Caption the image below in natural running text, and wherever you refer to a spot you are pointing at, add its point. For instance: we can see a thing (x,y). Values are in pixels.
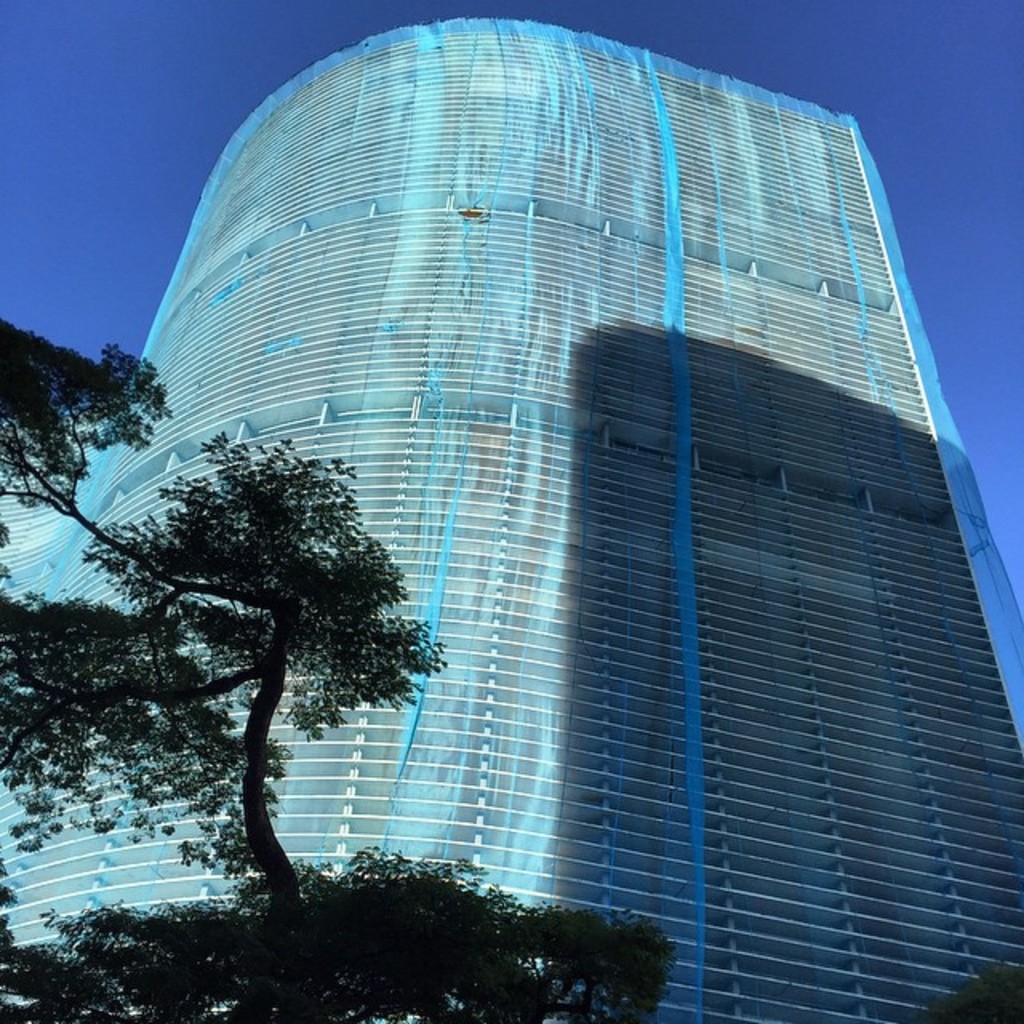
In the picture we can see a tree (188,723) and behind it, we can see the tall building (276,408) with many floors (550,521) and on the top of it we can see a part of the sky (953,97).
